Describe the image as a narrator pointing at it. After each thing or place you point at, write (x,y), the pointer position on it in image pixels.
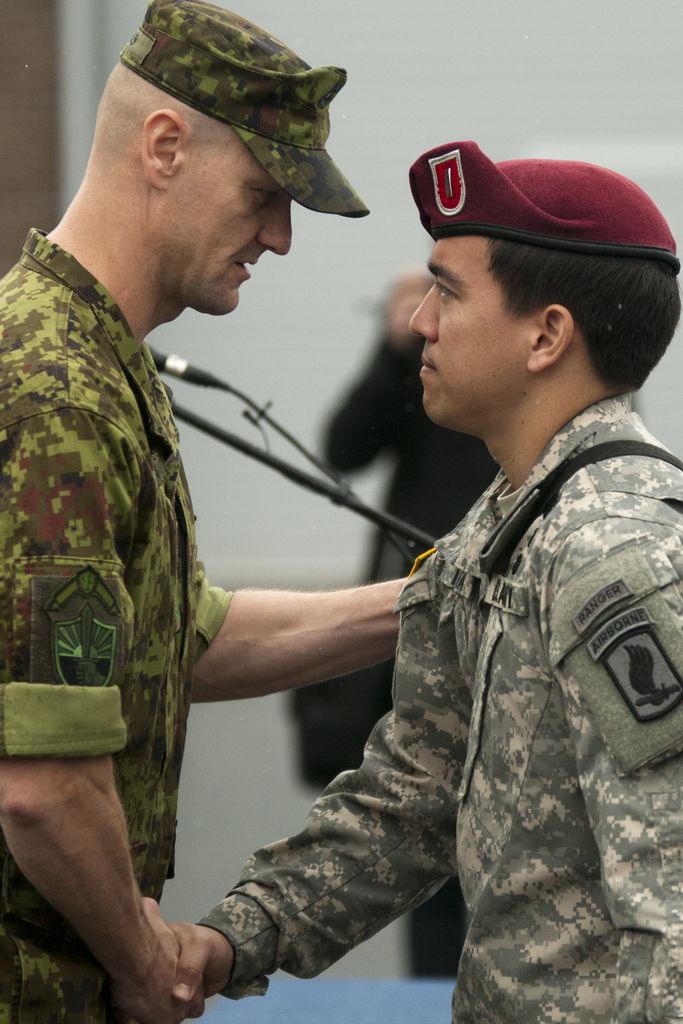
In the foreground of this picture (186,492) we can see the two people (219,199) standing, wearing uniforms (365,834) and shaking their hands (191,933). In the background (420,137) we can see the wall (328,279), a person like thing (353,385) and a microphone (214,378) attached to the metal stand (403,523).
